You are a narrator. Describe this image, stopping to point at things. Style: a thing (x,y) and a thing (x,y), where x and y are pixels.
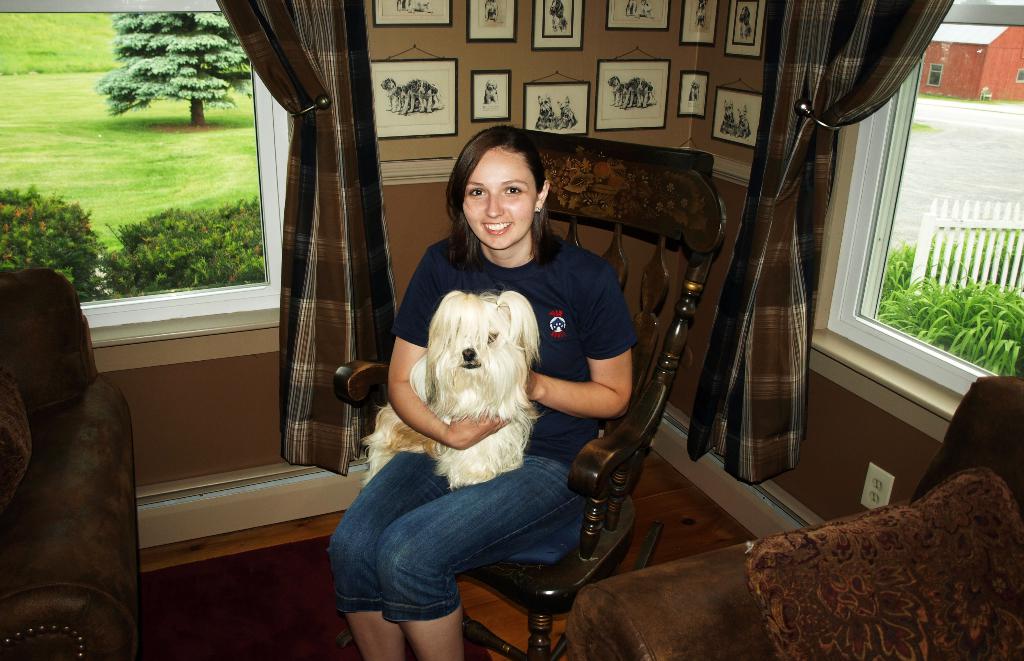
In this image in the front (513,423) there is a woman (553,394) sitting on a chair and holding a dog (511,407) and smiling. In the background (665,66) there are frames (634,23) on the wall (546,56) and there are curtains (287,60) and there are windows (153,152). Behind the windows (141,155) there is grass (156,171) on the ground (145,174) which is on the left side (190,245) and there are plants (160,229) and there is a tree (179,91). On the right side (957,305), behind the window (957,119) there are plants (986,313), there is a fence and there is a house (1001,73).
